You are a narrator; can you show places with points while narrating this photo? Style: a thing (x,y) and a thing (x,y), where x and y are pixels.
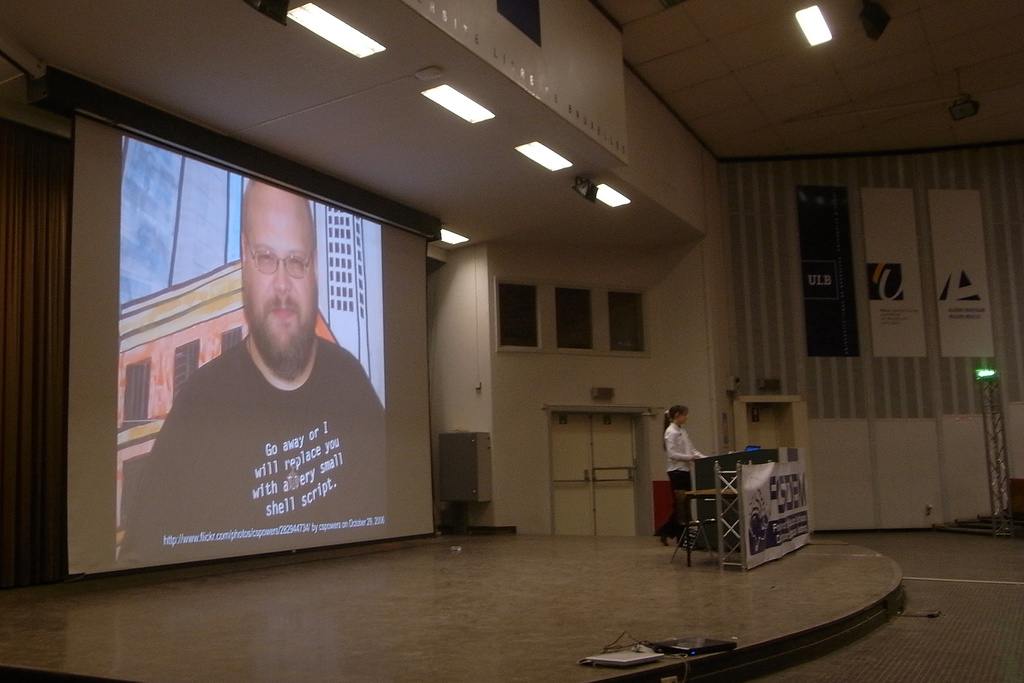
In this picture, we see a girl (669,460) is standing. In front of her, we see a podium (714,478). Beside that, we see a table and a banner (749,501) in white color with some text (797,479) written on it. At the bottom (629,659), we see two objects (649,654) which look like the laptops (658,649). On the left side (203,263), we see the projector screen (239,410) which is displaying the image of the man (267,418). Behind him, we see a building (184,320) in white, yellow and orange color. On the right side (1003,481), we see an iron pillar (995,497) and beside that, we see a wall (824,368) on which three boards (811,285) which are in white and black color are placed. In the background (565,275), we see a white wall (842,448). On the left side (71,241), we see a curtain (45,318) in brown color. At the top (331,39), we see the lights (336,30) and the ceiling (834,109) of the room (536,97).
